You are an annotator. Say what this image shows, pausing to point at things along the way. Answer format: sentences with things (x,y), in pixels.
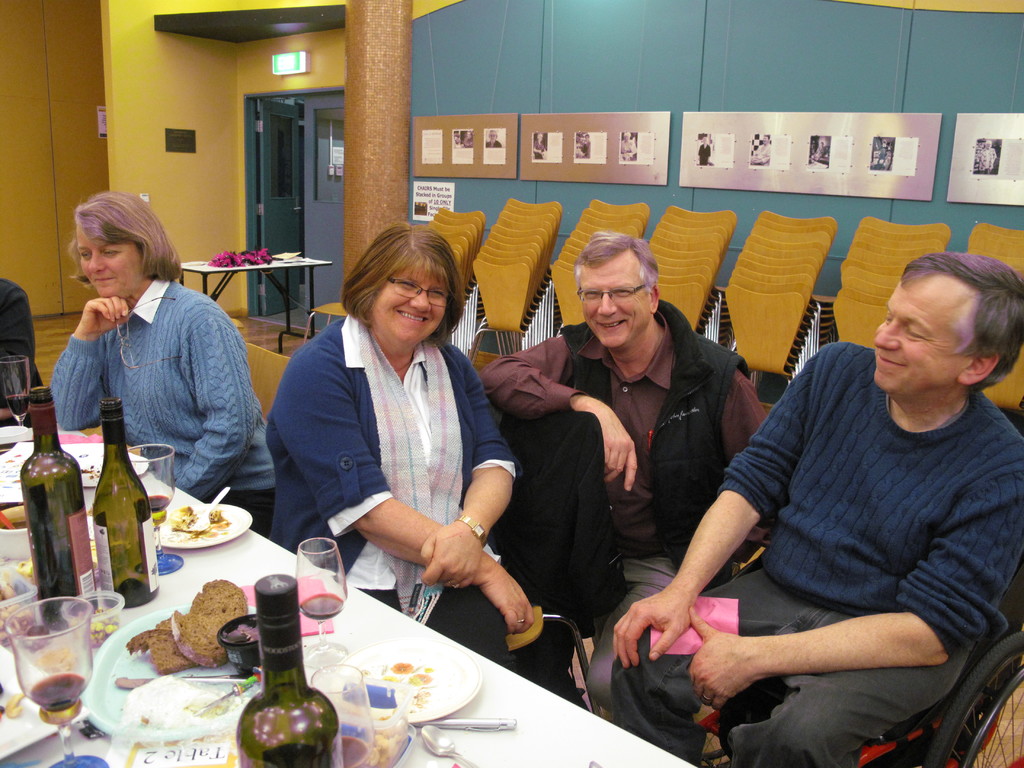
As we can see in the image there is yellow color wall (168,100), door (270,147), table (475,745), and few people (469,395) sitting on chairs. On table (494,696) there are plates (426,671), spoons (443,732), bottles (56,495) and bowls (22,533).
